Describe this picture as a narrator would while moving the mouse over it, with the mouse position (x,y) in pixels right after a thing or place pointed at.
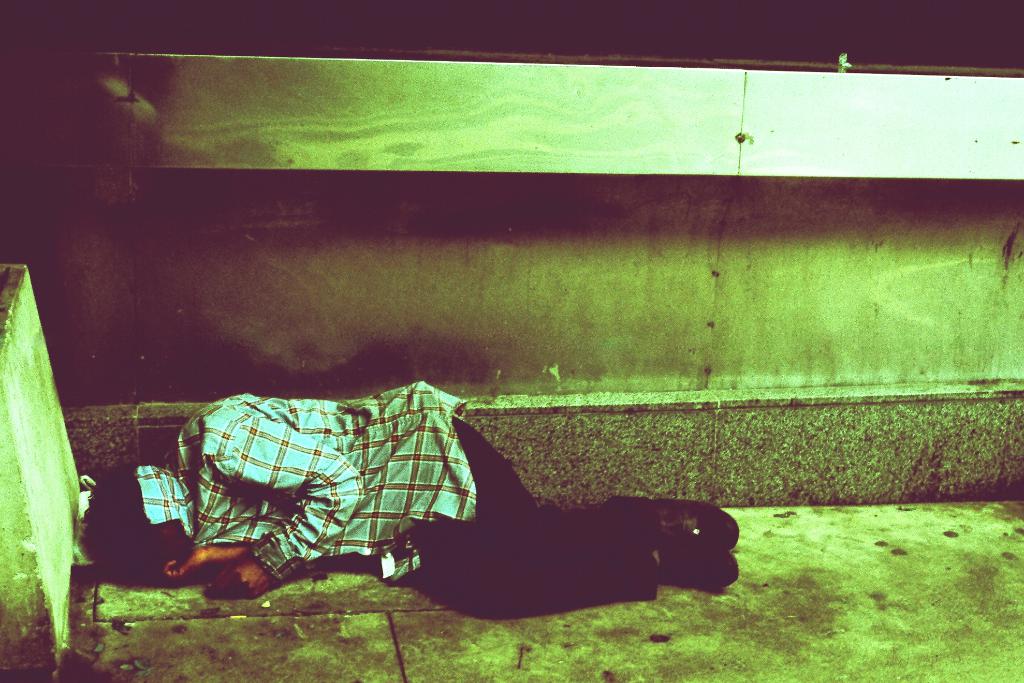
At the bottom of the image (428,512) there is a person (408,514) sleeping on the floor (969,639). In the background of the image (504,270) there is wall (583,228). To the left side of the image (2,548) there is a pillar (15,586).
